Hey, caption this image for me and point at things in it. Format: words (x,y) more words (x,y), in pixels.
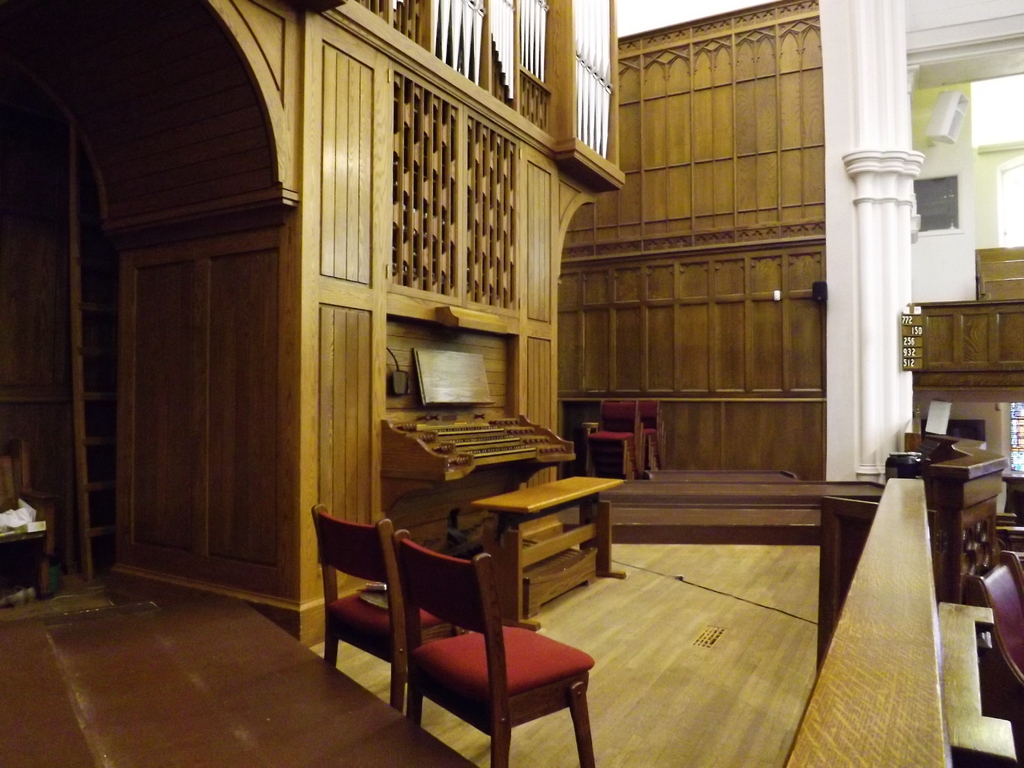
On the right side of the image (896,103) we can see pillar (894,351), cupboard (979,333) and chair (980,593). In the center of the image (509,492) we can see bench (525,505), wooden cupboards (398,204), chairs (427,615). On the left side of the image (251,482) we can see door (137,448) and arch (121,77). In the background (597,331) we can see chairs (617,419) and wooden wall (674,190).
